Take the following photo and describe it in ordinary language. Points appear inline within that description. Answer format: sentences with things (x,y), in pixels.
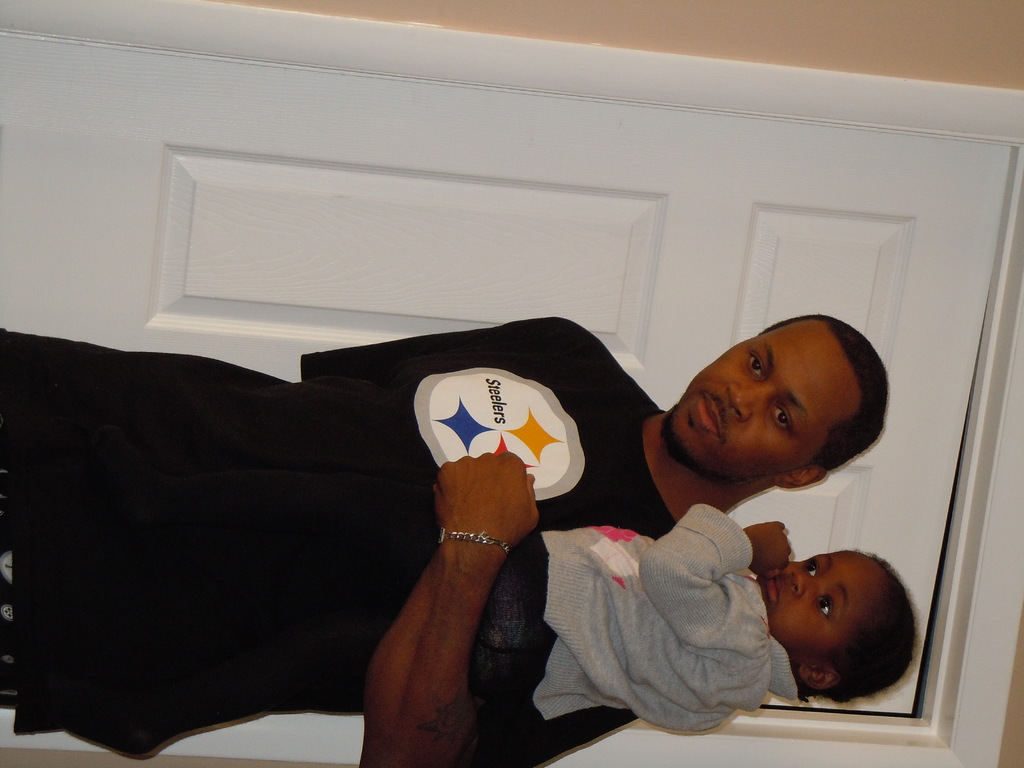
This is a rotated image. In this image there is a person (485,585) standing and holding a child (582,615) in his hand (461,619), behind him there is a door (765,223) and a wall (835,40).
